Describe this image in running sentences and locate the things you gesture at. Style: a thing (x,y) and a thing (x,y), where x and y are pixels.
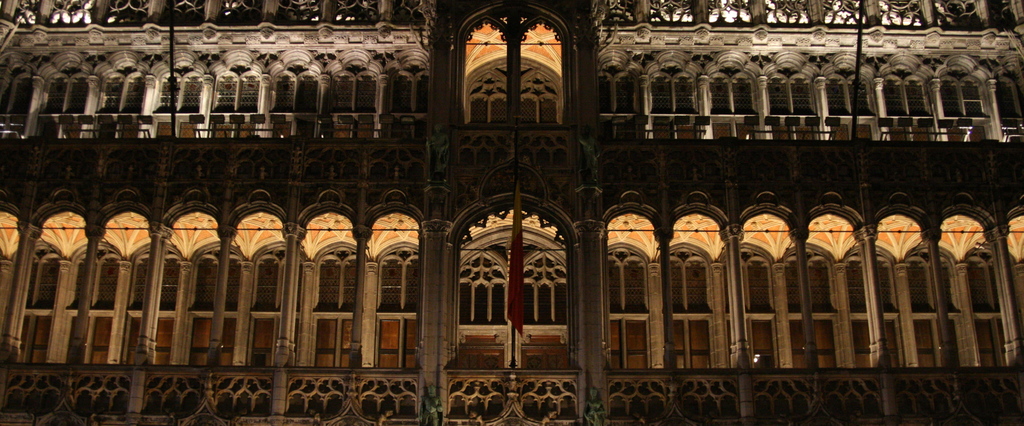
This image is taken during night time. In this image we can see the zoomed in picture of a building (810,189). There is also a flag (514,232) in the center (517,232).
